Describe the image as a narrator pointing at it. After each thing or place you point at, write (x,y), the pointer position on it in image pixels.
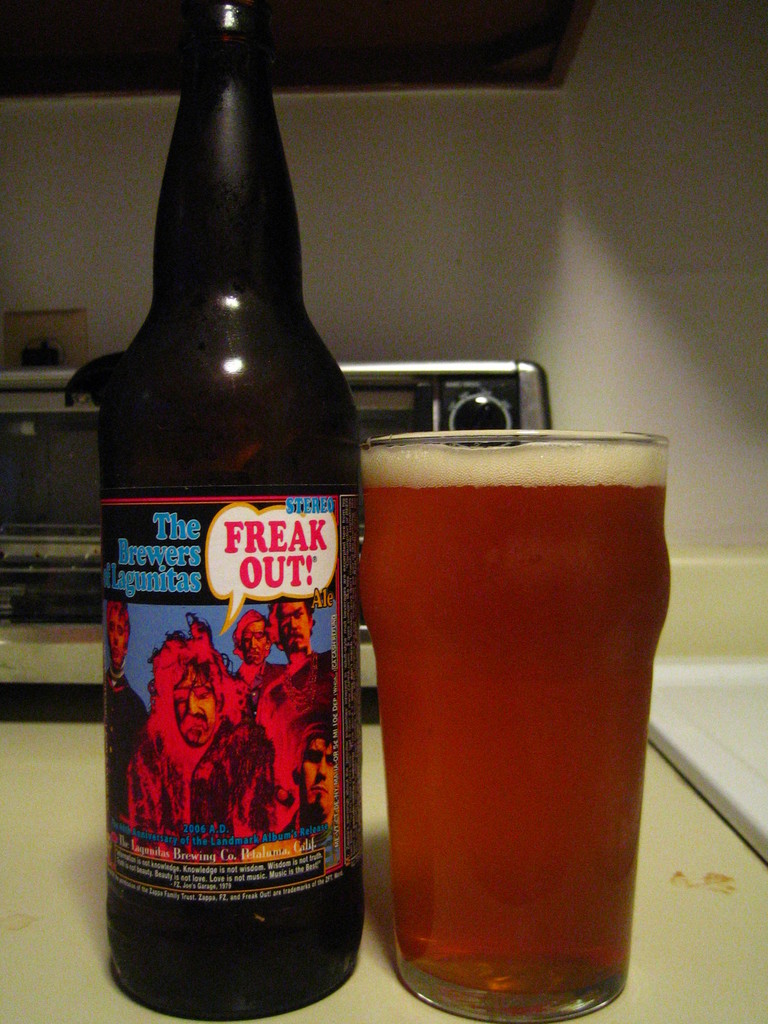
In this image I can see a black colour bottle (262,406), a glass (406,566) and in this glass (487,680) I can see brown colour liquid (516,622). On this bottle (262,702) I can see something is written and in background (366,425) I can see an object (437,382).
